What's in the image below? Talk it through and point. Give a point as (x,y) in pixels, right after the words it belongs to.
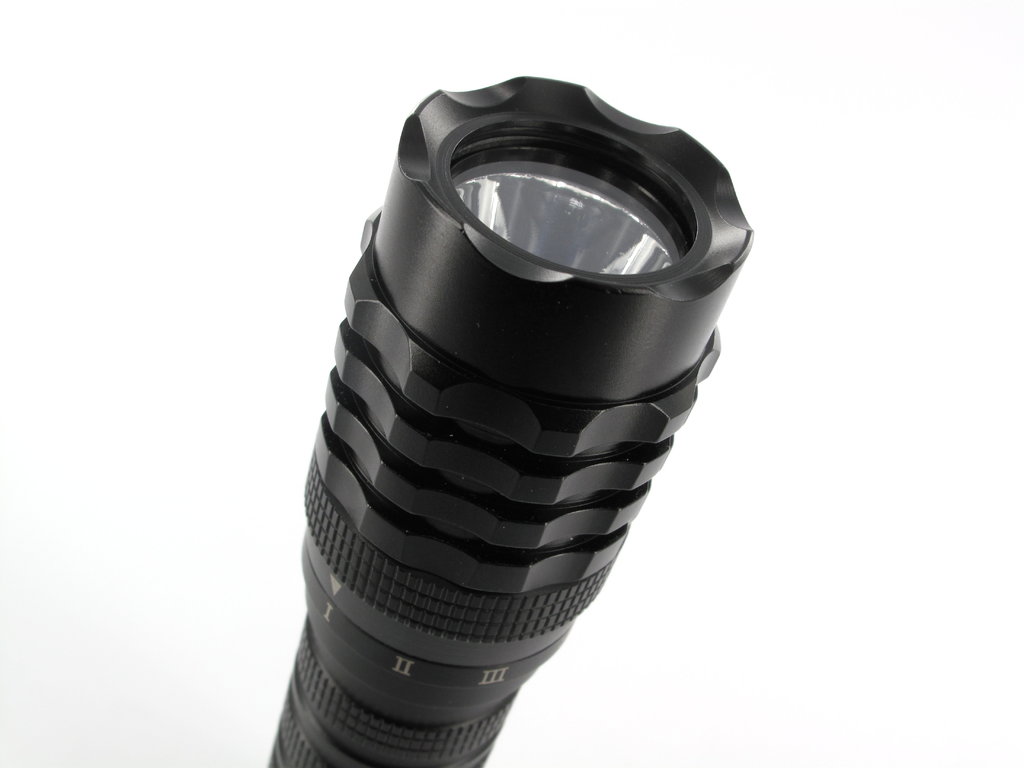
In the image there is a black color torch light (674,363).
